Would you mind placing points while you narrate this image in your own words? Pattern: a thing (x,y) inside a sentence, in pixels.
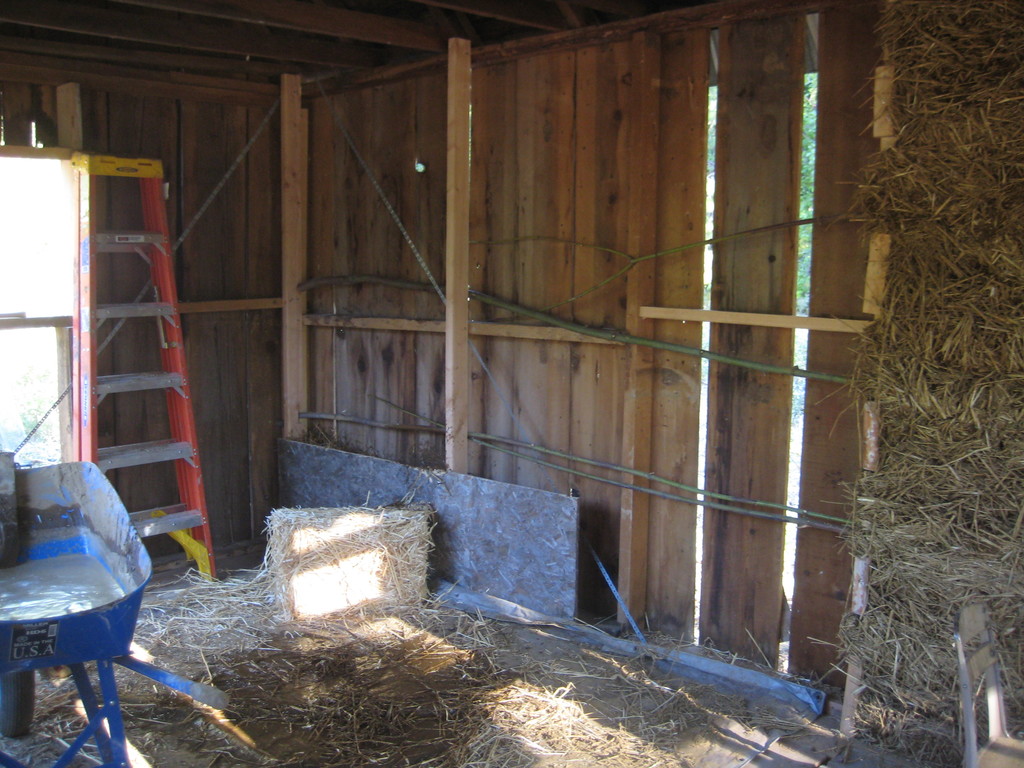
This picture might be taken inside of a shelter (321,422), in this image there is a wooden wall (401,184), wooden poles (216,301), ladder (171,311), grass (404,714) and some other objects (288,504).
